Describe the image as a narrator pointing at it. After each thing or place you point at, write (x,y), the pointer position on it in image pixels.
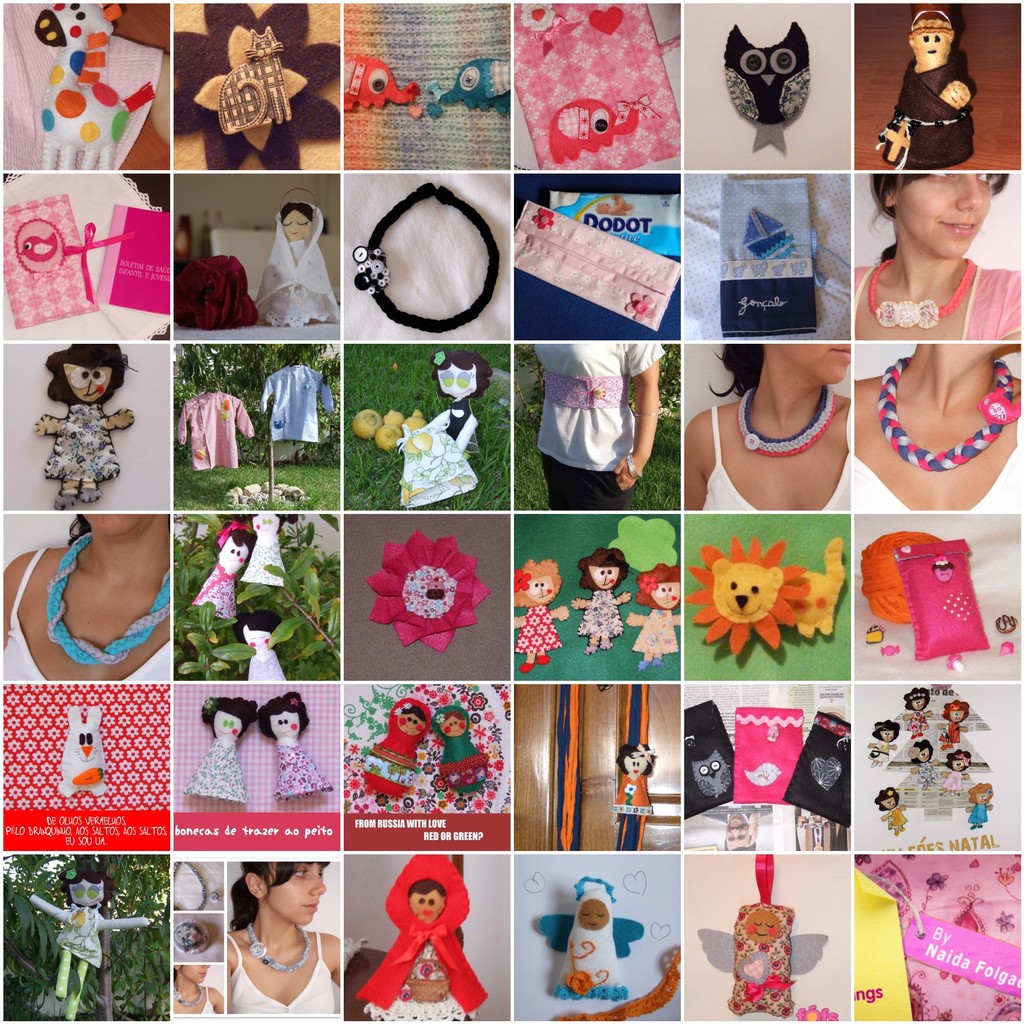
In this image we can see a collage (893,869) of group of pictures (988,611). In which we can see group of people (647,438), dolls (92,392), some plants (310,594) and some clothes (286,416).
